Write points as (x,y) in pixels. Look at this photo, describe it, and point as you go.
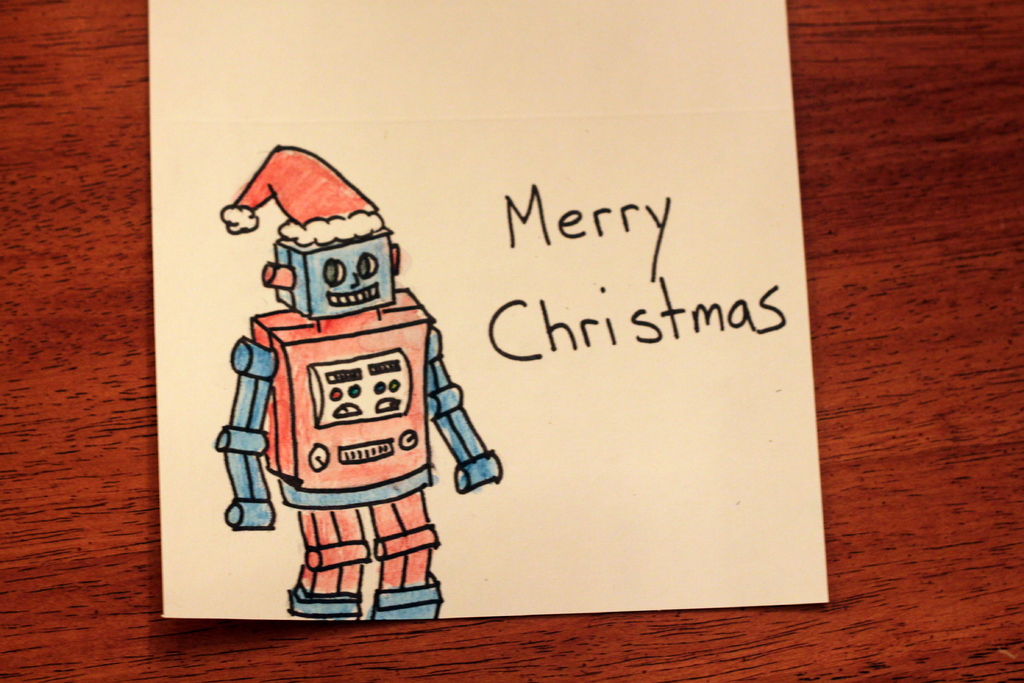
In this image I can see sketch (368,427) of robot (368,427) and something written on the paper (491,319). This paper (488,304) is on a wooden surface (35,571).
